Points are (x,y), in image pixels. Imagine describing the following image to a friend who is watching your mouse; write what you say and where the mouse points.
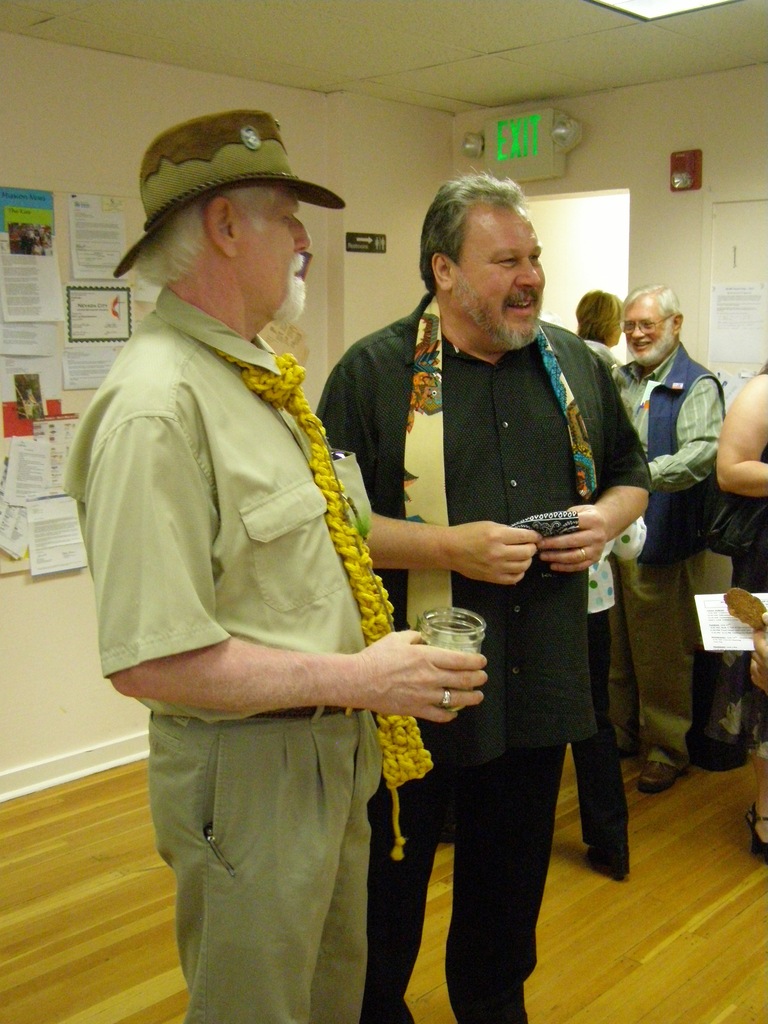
In the image there are few old men (542,581) standing on the wooden floor (550,911) and in the back (24,273) there are papers (68,293) on the wall (112,97) and a caution board (531,135) on the right side wall (583,151) with a door (600,251) below it and there are lights (650,14) over the ceiling (674,19).
